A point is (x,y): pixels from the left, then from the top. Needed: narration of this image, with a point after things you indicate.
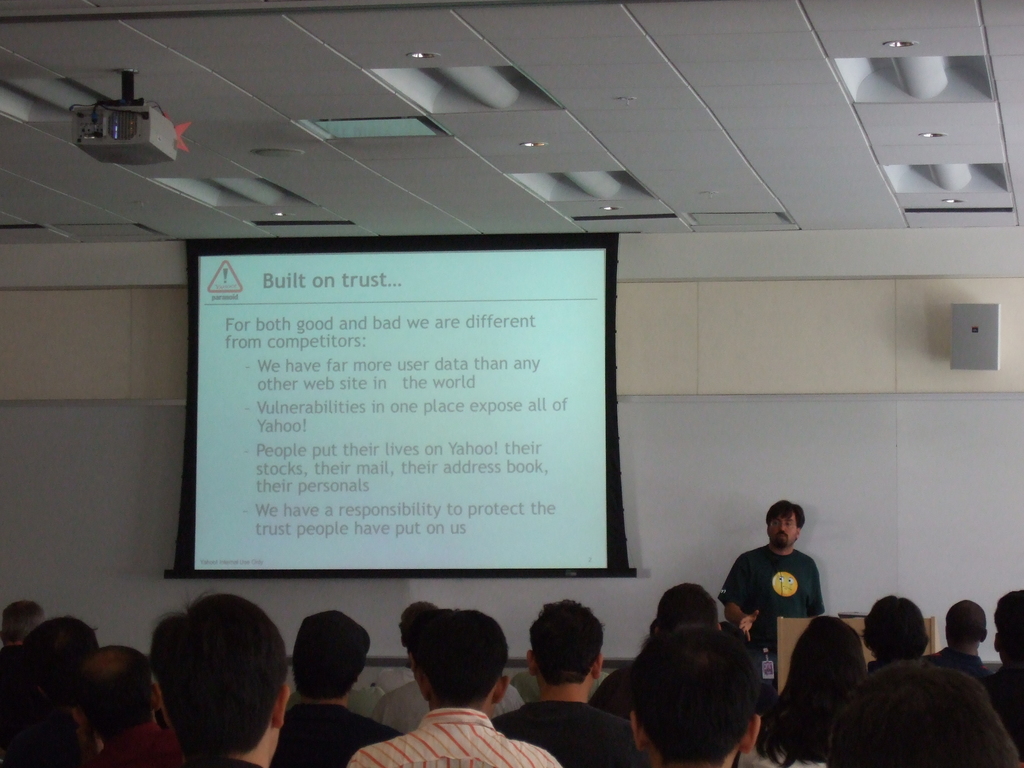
In this image we can see a man (789,573) standing in front of the podium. We can also see the people (665,665) at the bottom (234,678). In the background (829,533) we can see the wall (721,545), display screen (476,442), projector (158,137) and also the ceiling (536,71) with the lights (508,63). We can also see an object (967,329).
